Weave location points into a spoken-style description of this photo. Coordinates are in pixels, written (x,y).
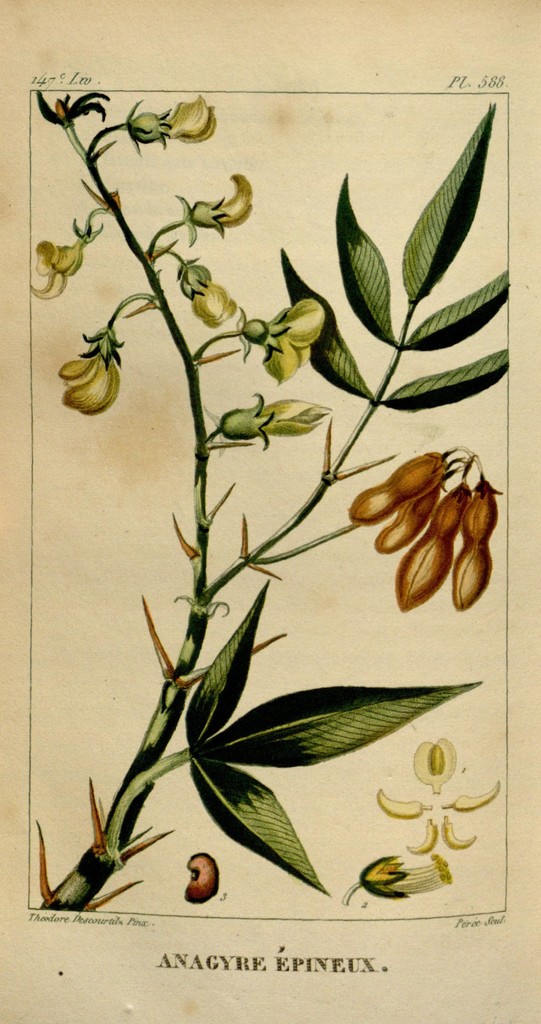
In this image we can see a poster (317,558) of a plant (238,569) to which there are some flowers (192,239) and leaves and there are some words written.
